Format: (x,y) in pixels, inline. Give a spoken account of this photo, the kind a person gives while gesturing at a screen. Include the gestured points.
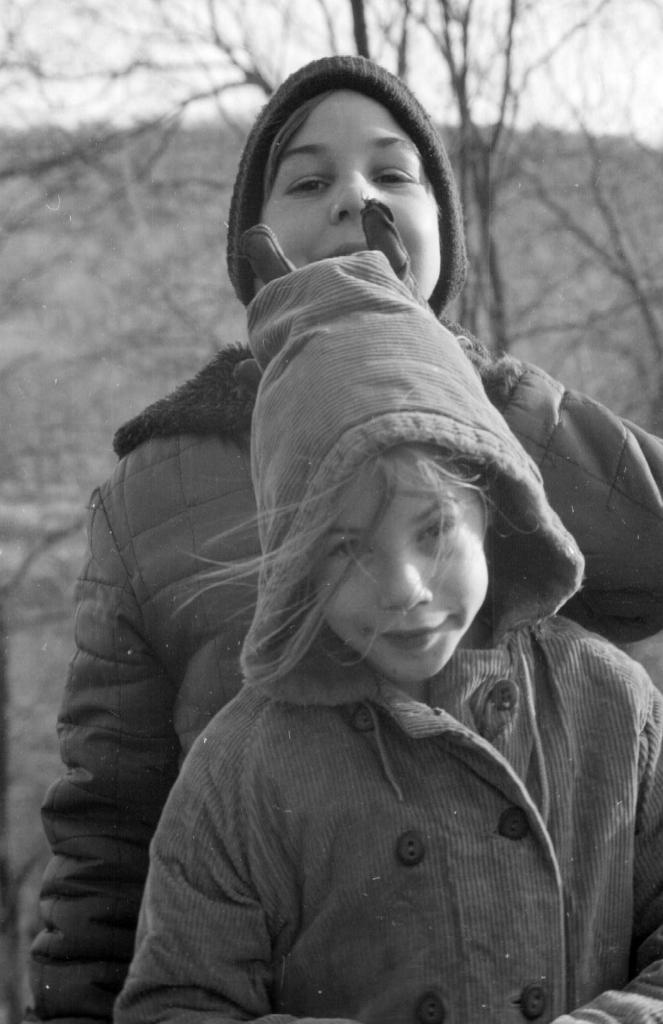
This is a black and white image. In this image we can see two persons (281,497). One person (341,652) is wearing jacket (413,914). Another person (340,146) is wearing cap (275,105). In the background (81,236) there are trees (546,275). And it is blurry in the background (44,188).
